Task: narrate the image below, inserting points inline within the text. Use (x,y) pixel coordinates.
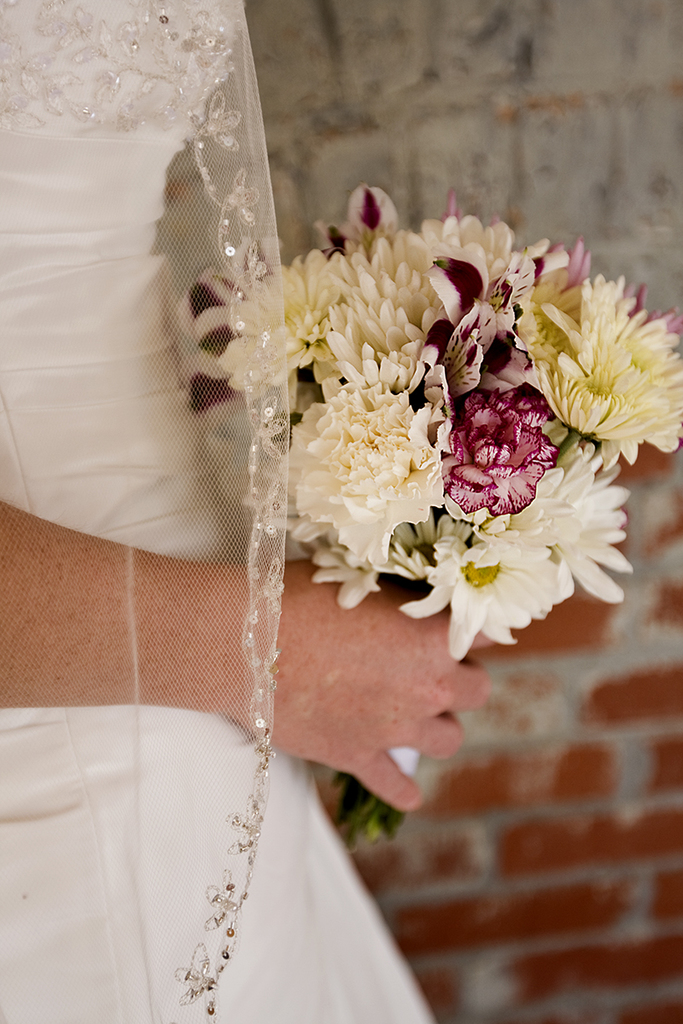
In this picture there is a person (114,411) holding a flower bouquet (454,456) in hand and in the background (615,752) there is a wall (608,664).
